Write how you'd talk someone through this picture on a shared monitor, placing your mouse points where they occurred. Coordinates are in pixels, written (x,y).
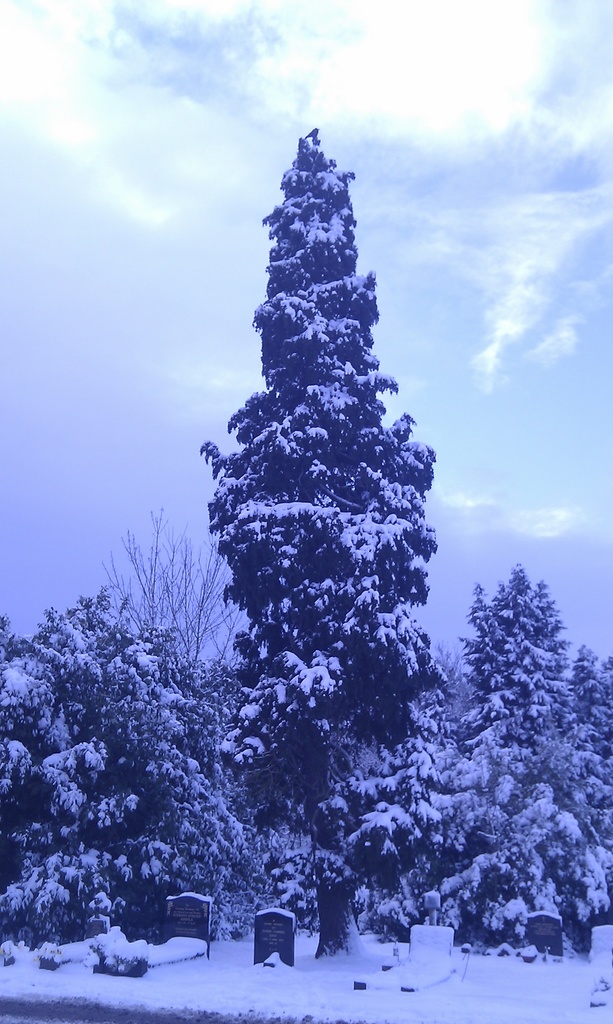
In this image, we can see trees (39,923) covered with snow (328,584). At the bottom (350,978), we can see few cemeteries (287,954) and snow (567,999). Background (50,447) there is a sky (250,305).
